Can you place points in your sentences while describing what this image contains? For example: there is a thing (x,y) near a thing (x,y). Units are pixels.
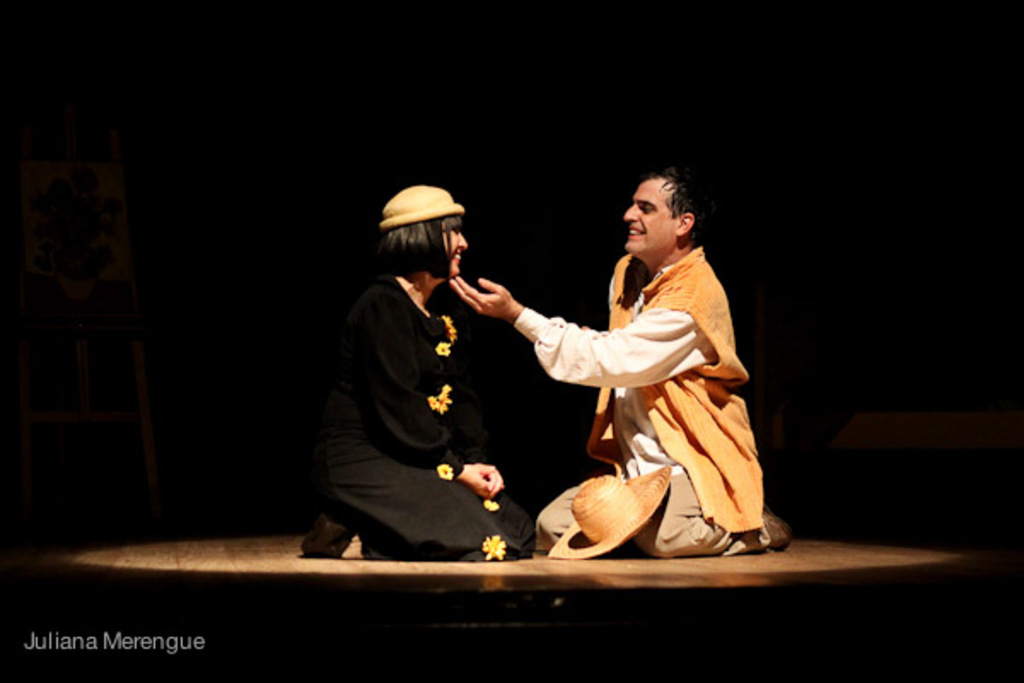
In the image I can see a guy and a lady (473,514) who is wearing the cap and also I can see a hat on the floor (507,564).
